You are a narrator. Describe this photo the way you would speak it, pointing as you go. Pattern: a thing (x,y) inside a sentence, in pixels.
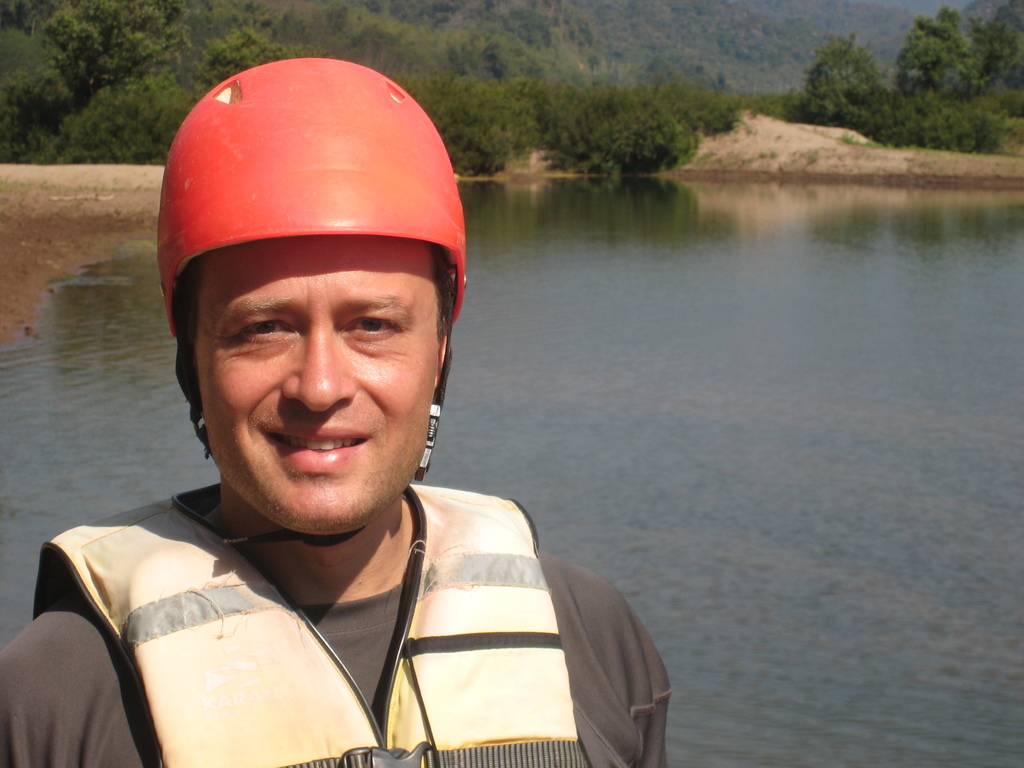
In this image there is a man (344,419) who is wearing the red colour helmet (280,181) and life jacket (297,663). In the background (672,365) there is water (739,329). Behind the water (748,271) there are so many trees (976,68) and sand (789,142).
